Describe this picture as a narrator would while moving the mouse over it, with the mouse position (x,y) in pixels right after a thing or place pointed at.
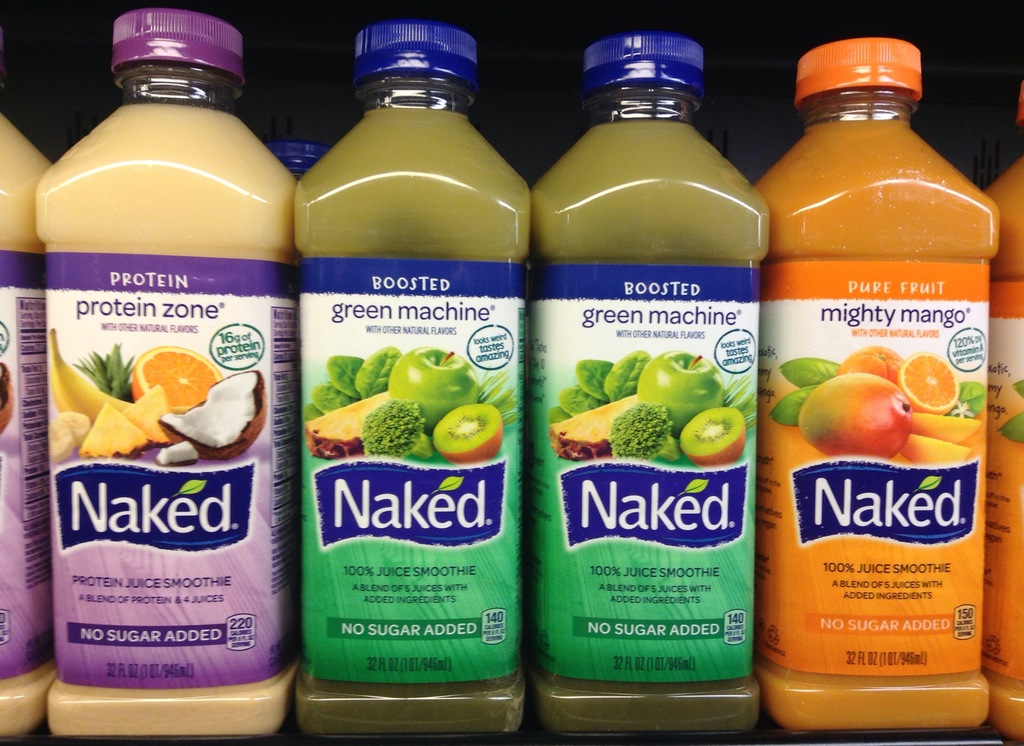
We can see group of bottles (460,249) with different color caps (359,36) and we can see stickers (570,381) on these bottles (447,500).
